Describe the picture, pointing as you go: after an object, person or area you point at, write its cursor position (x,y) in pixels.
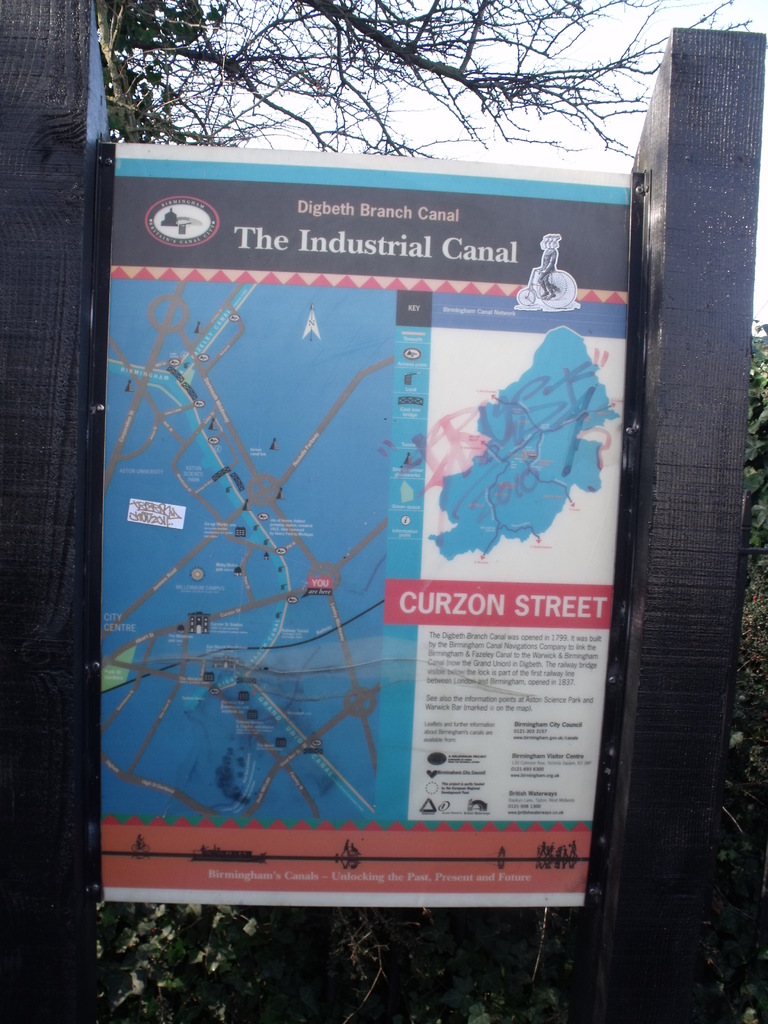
In this image there is a map (380,625) on the poles (616,986), behind that there are so many trees (371,1003).
